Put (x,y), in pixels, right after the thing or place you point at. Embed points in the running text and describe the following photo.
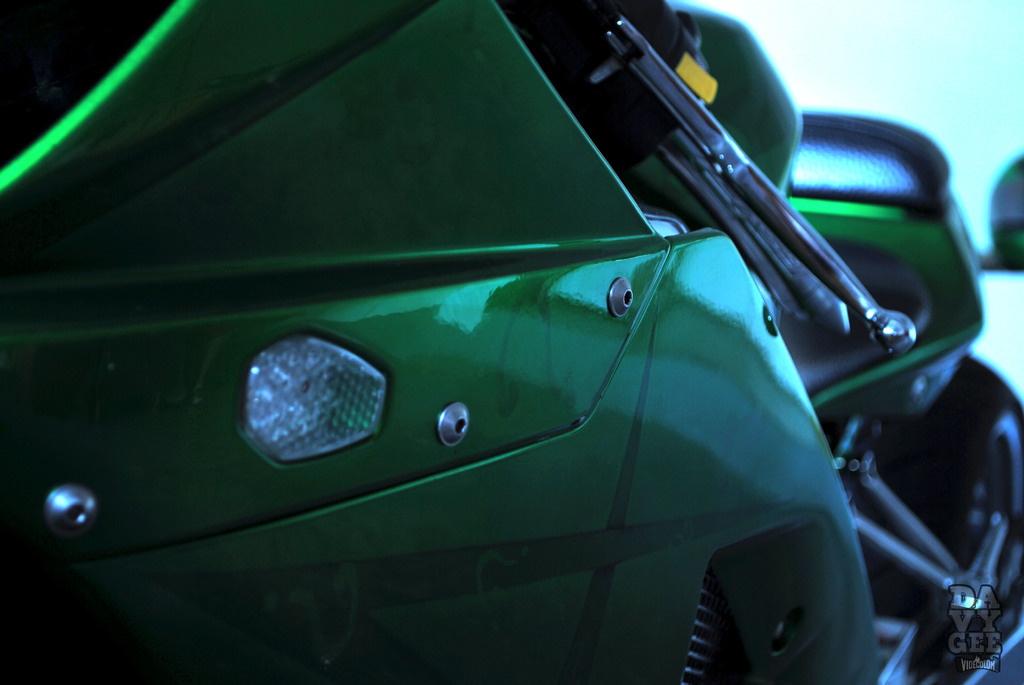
In this image we can see a close view of a motorbike (546,435).
